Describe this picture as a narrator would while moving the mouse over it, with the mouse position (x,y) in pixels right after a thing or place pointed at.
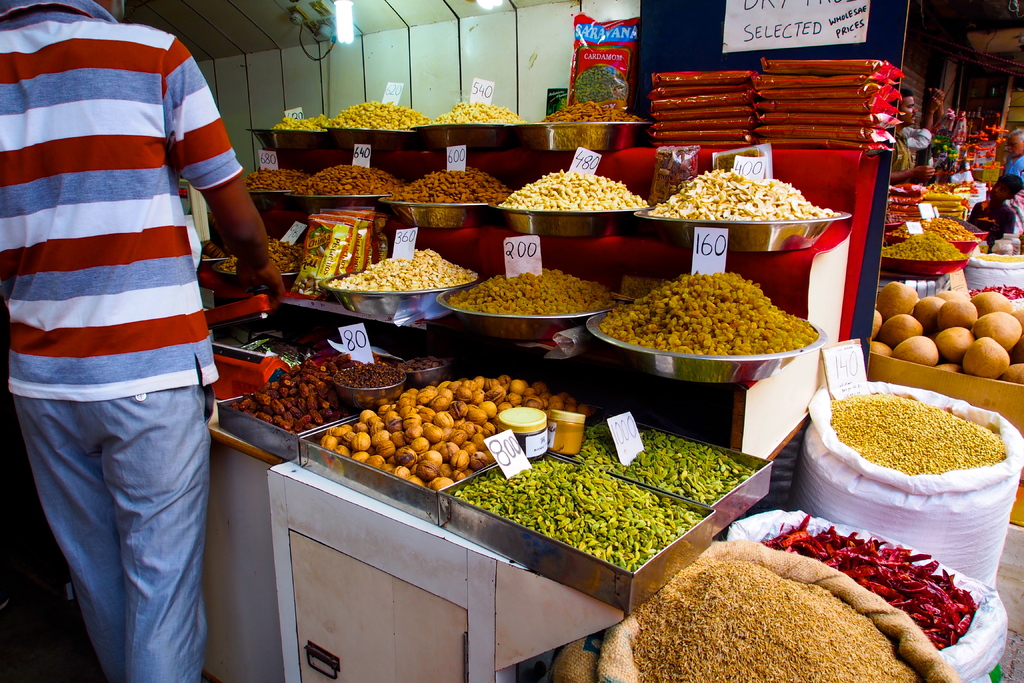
In this image there are some food items (479,410) in bowls (600,324), trays (735,504) and woven bags (976,492) with price boards (533,244), and there are lights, packets (627,57), group of people (997,229), and in the background (979,273) there are other items (927,356).
